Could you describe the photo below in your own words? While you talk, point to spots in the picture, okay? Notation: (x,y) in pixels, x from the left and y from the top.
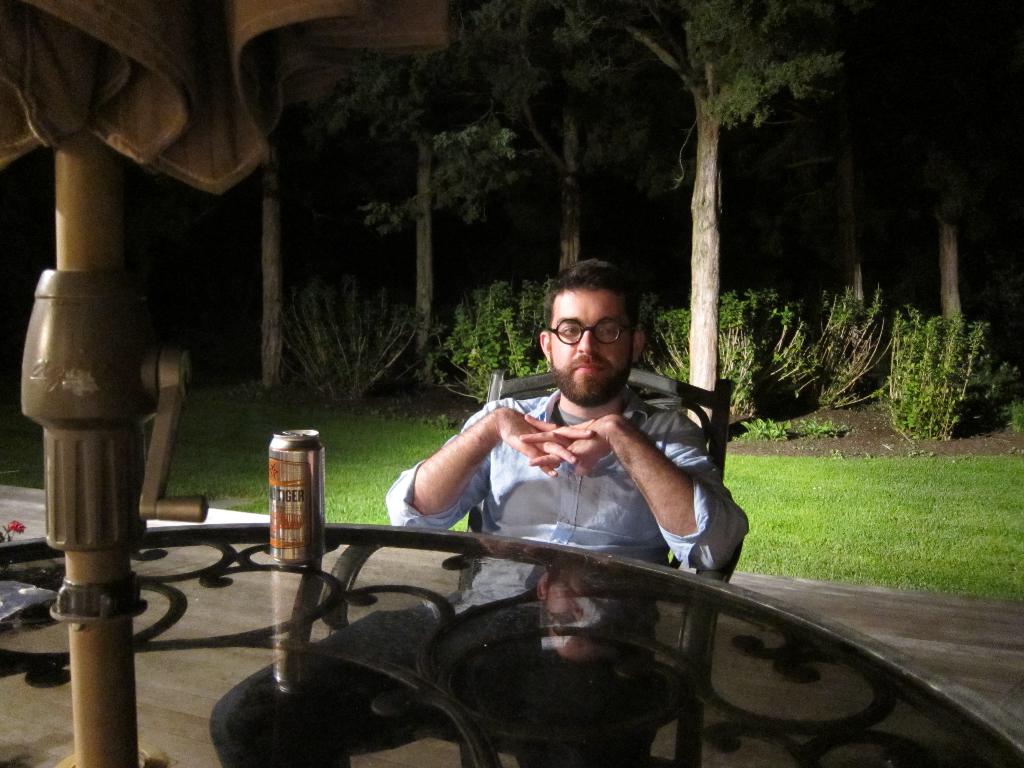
In this picture we can see a man (571,517), he is seated on the chair (531,388), and he wore spectacles (611,330), in front of him we can see a tin (285,532), in the background (430,195) we can find few trees (572,170).
